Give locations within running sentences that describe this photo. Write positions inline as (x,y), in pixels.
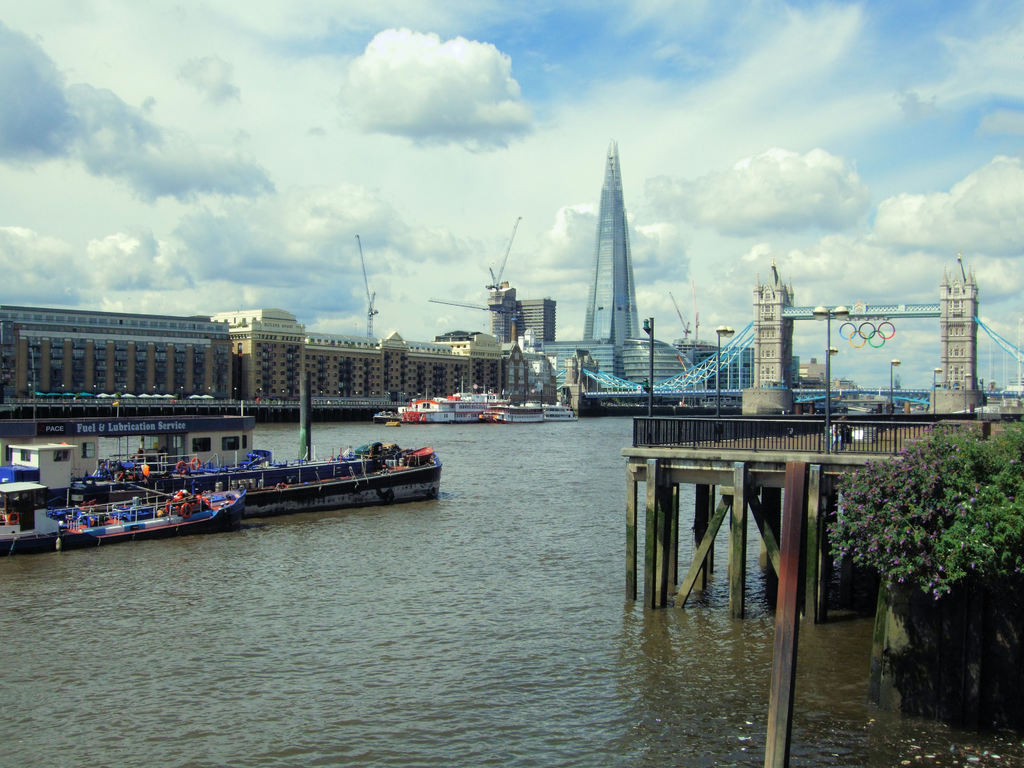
In this image we can see the ships (357,481) on the water (339,436), there are some boats (389,479), poles (819,490), lights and trees (875,537), also we can see a bridge (724,389) above the water (588,428) and in the background (547,66), we can see the sky (495,64) with clouds (466,66).
